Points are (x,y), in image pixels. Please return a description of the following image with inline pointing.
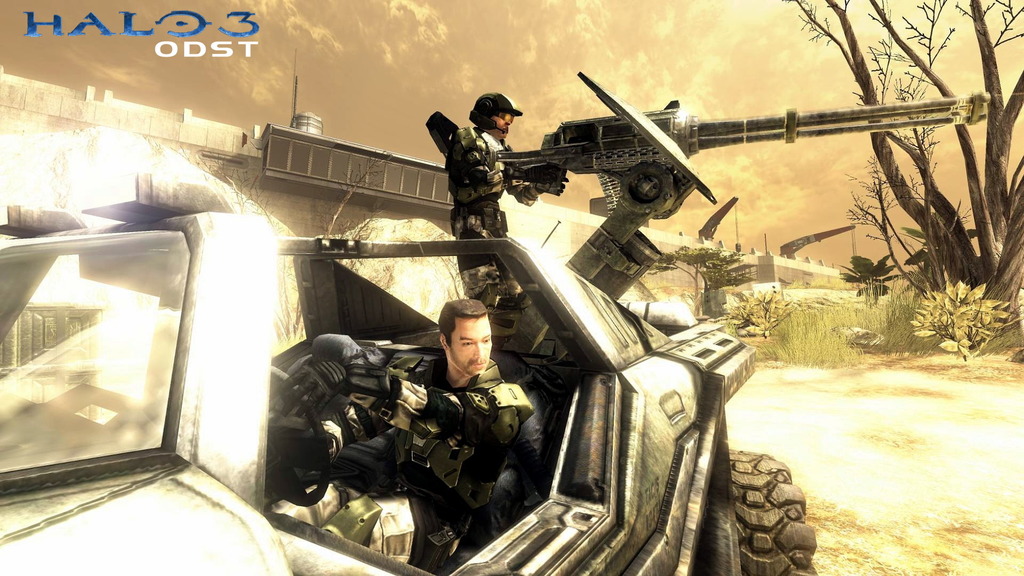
This is an animation picture. In this image there is a man (464,417) sitting in the vehicle (475,247) and there is a man (466,171) standing and holding the object (680,154). At the back (999,200) there is a bridge (7,87) and there are trees (936,228) and plants (980,352). At the top (367,97) there is sky (464,91) and there are clouds (706,82). At the bottom (883,509) there is ground (913,471). At the top left (54,25) there is text (238,54).
